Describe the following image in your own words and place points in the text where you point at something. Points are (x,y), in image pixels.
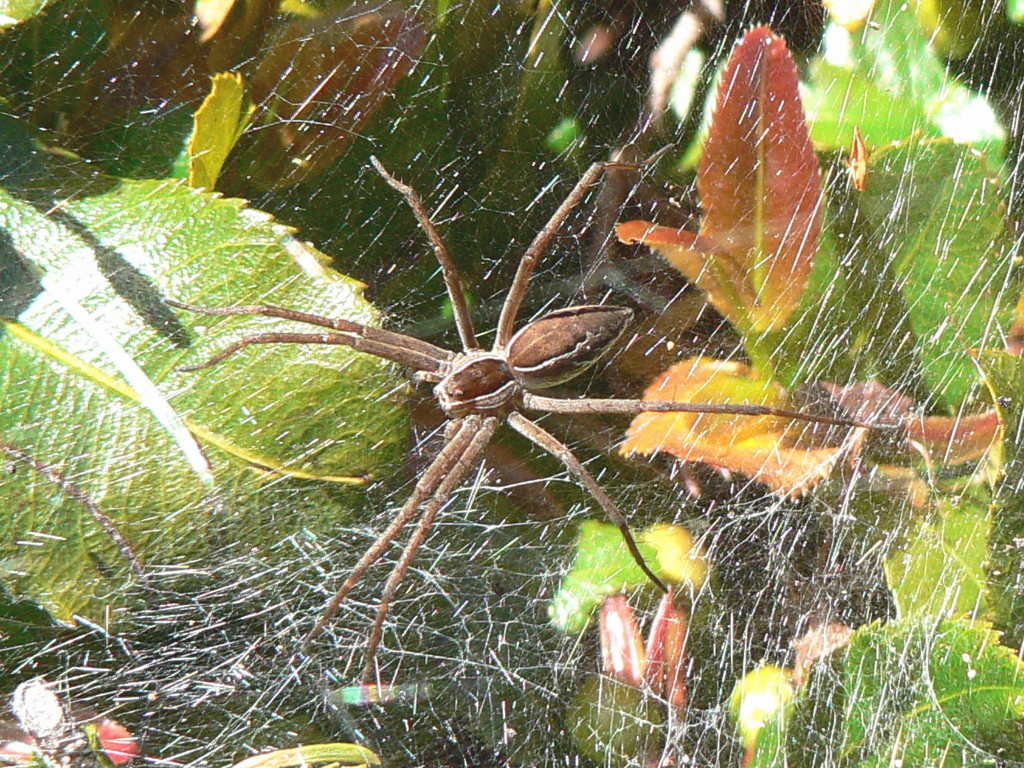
There is a spider (344,582) in the center of the image (606,507) on a web (307,536) and there are leaves (377,453) in the background area (422,390).
